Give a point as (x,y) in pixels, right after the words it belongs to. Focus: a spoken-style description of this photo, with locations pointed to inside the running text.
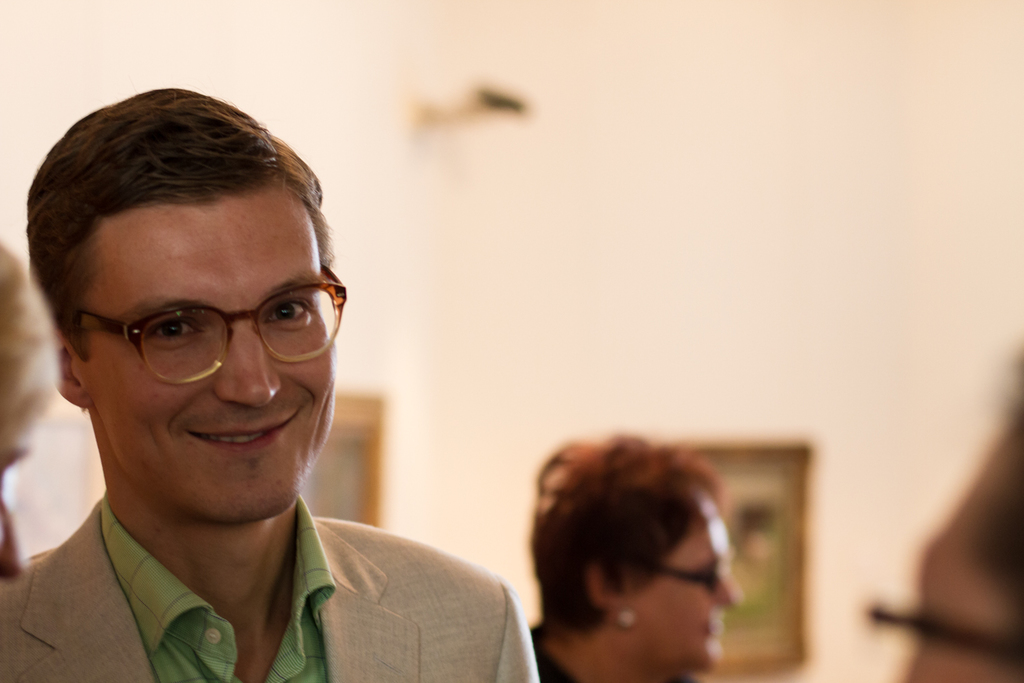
In this picture there are people (319,586), among them there's a man (158,479) smiling and wore spectacle (289,307). In the background of the image (460,294) it is blurry and we can see frames (382,432) on the wall (750,313).
